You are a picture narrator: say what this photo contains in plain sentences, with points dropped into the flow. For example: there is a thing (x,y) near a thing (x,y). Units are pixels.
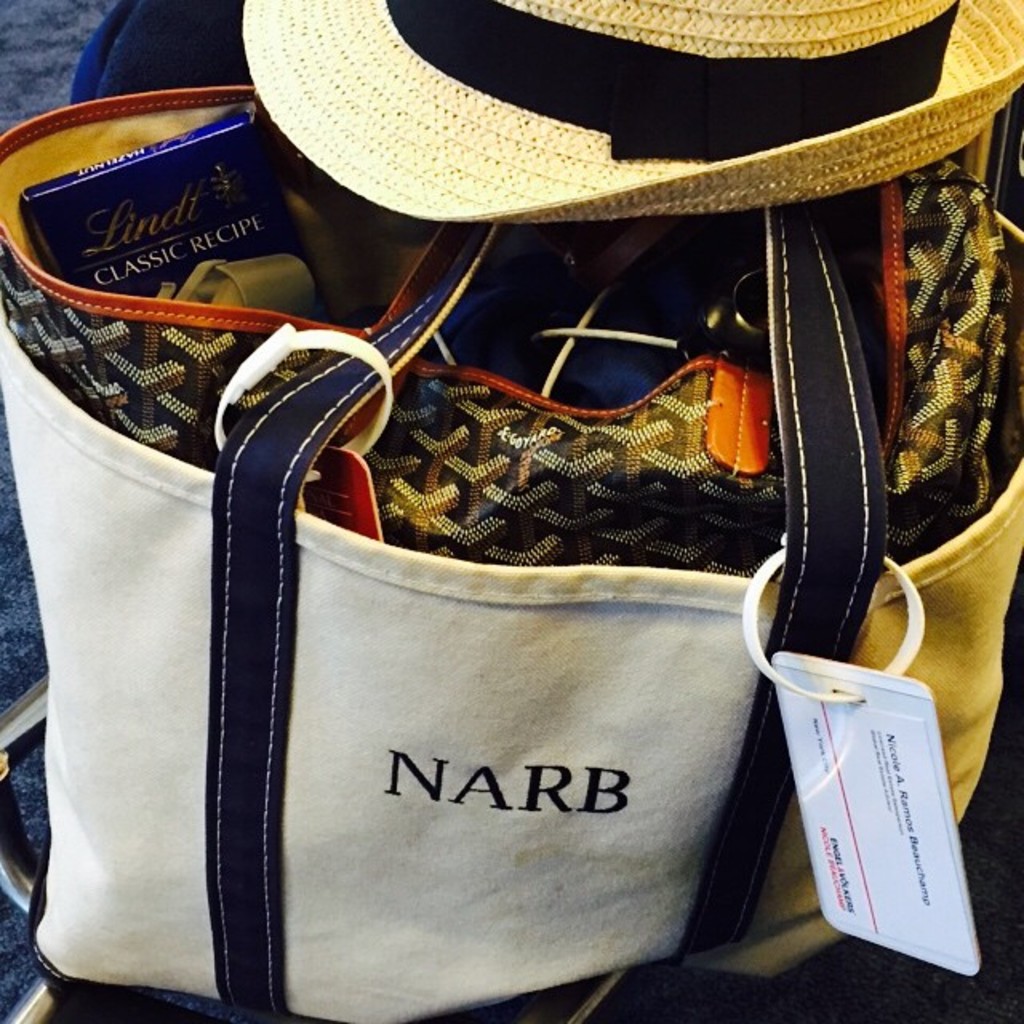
This picture shows a handbag (790,275) and a hat (508,213) on it
